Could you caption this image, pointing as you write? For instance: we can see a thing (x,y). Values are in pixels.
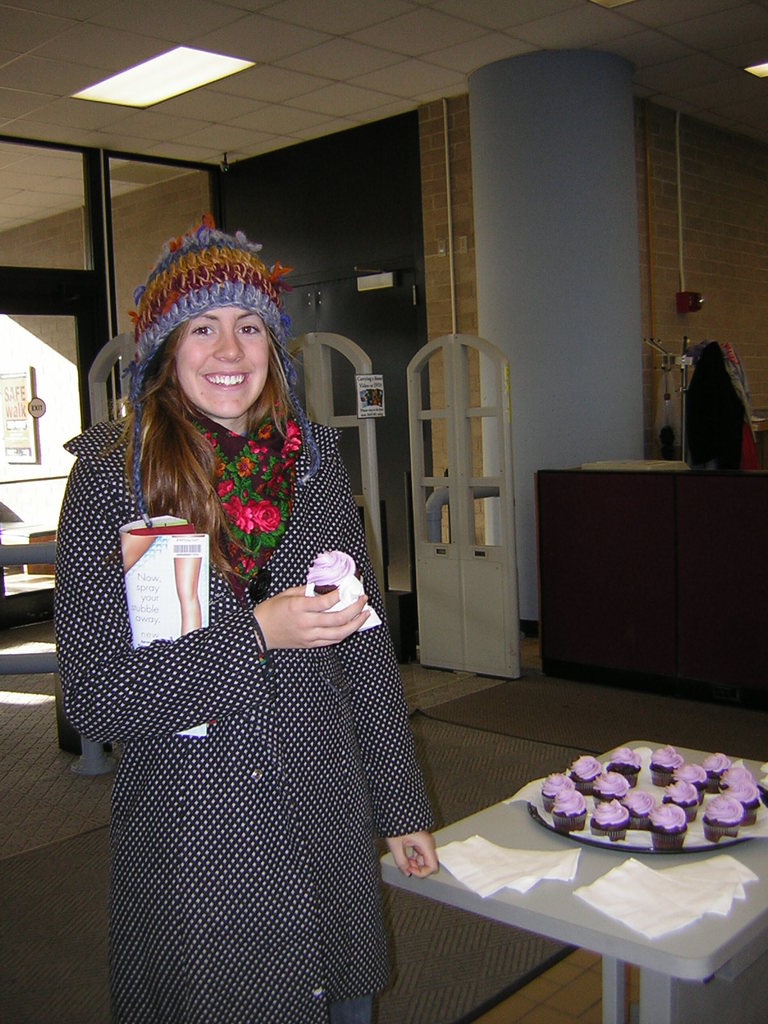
This image has a woman (313,943) standing and holding food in her hand (266,643) is wearing a scarf (259,420) and a cap (215,289) on her head (206,251). Beside to her there is a table (651,861) on it some papers (557,859) and tray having some food (741,804) on it. At the right side (754,658) there is a table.
